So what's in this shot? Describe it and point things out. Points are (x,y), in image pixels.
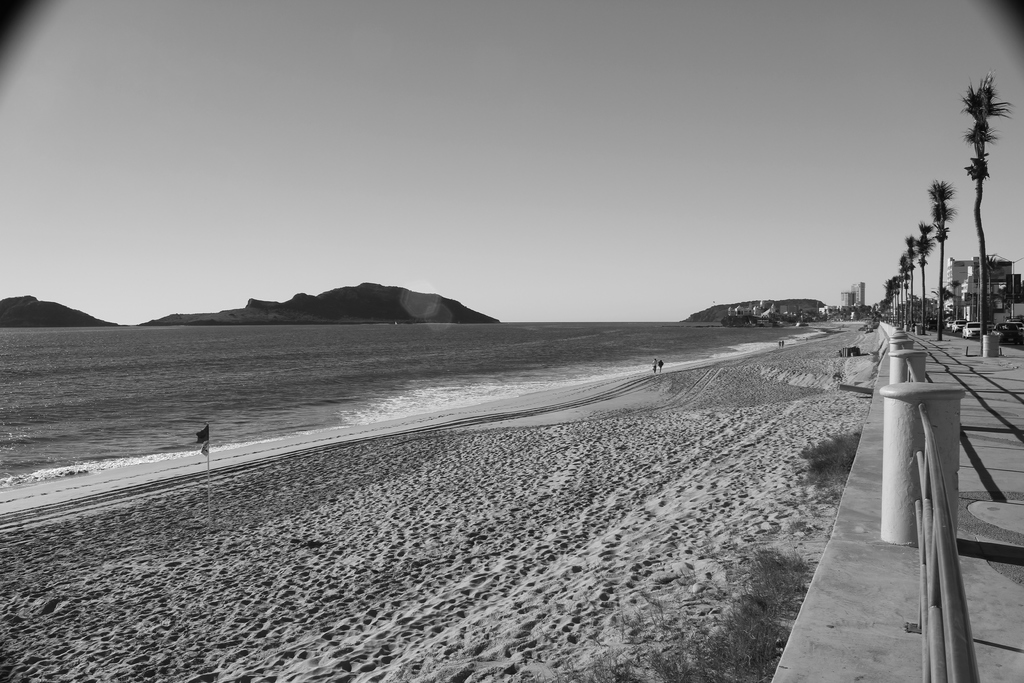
It is the black and white image in which we can see there is sand (468,512) in the middle (512,404). On the right side (1000,408) there is a footpath (977,430) on which there is a railing (891,353). On the footpath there are tall trees (982,243). In the background (423,299) there are hills (377,306). At the top (592,149) there is the sky (569,125).
